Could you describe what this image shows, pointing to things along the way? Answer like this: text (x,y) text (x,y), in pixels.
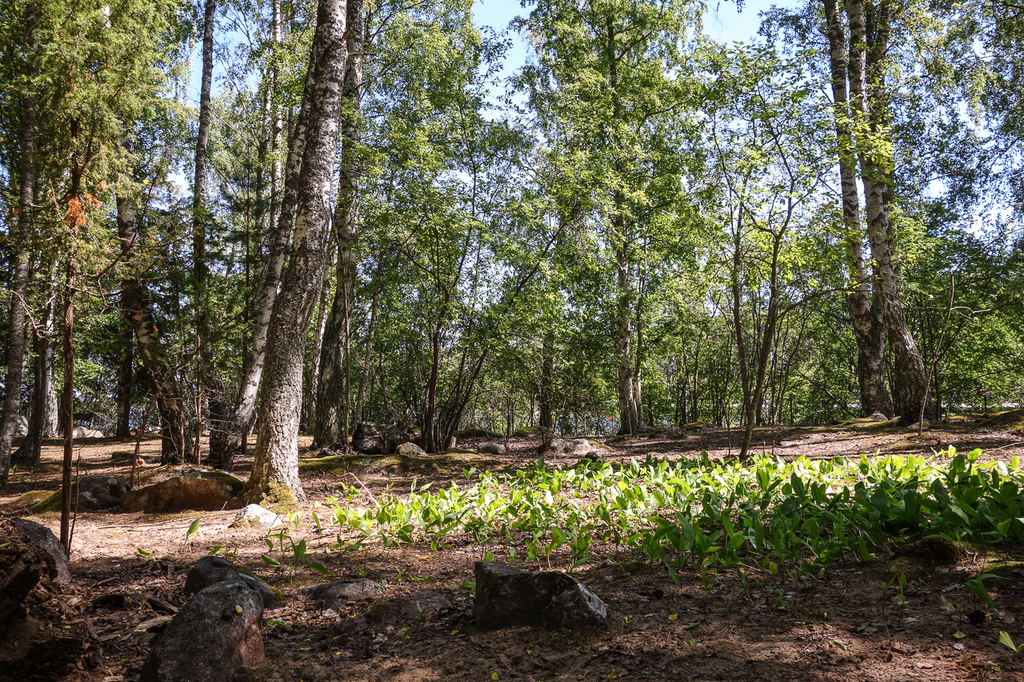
In the center of the image (619,301) there are many trees (497,341). At the bottom (106,492) we can see small plants (825,519) and rocks (241,625). In the background (550,74) there is a sky (504,77).
